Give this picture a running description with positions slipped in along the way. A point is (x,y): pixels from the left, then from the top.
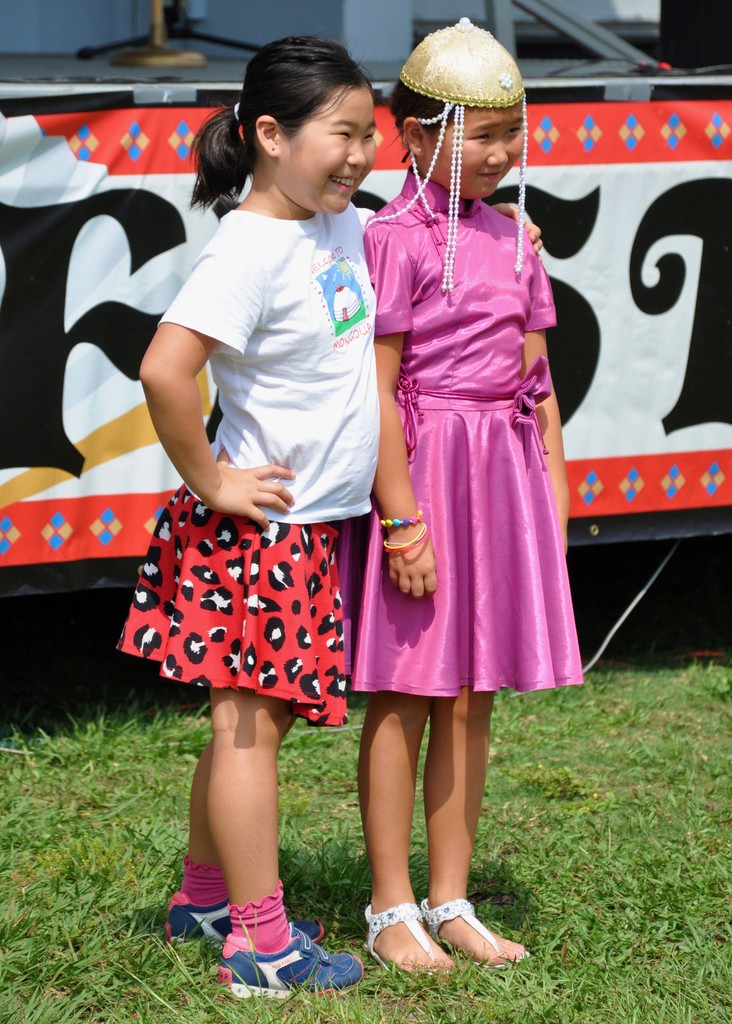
In this image we can see two girls (363,152) standing on the grass (484,813). In the background (114,438) we can see an advertisement (74,546).
